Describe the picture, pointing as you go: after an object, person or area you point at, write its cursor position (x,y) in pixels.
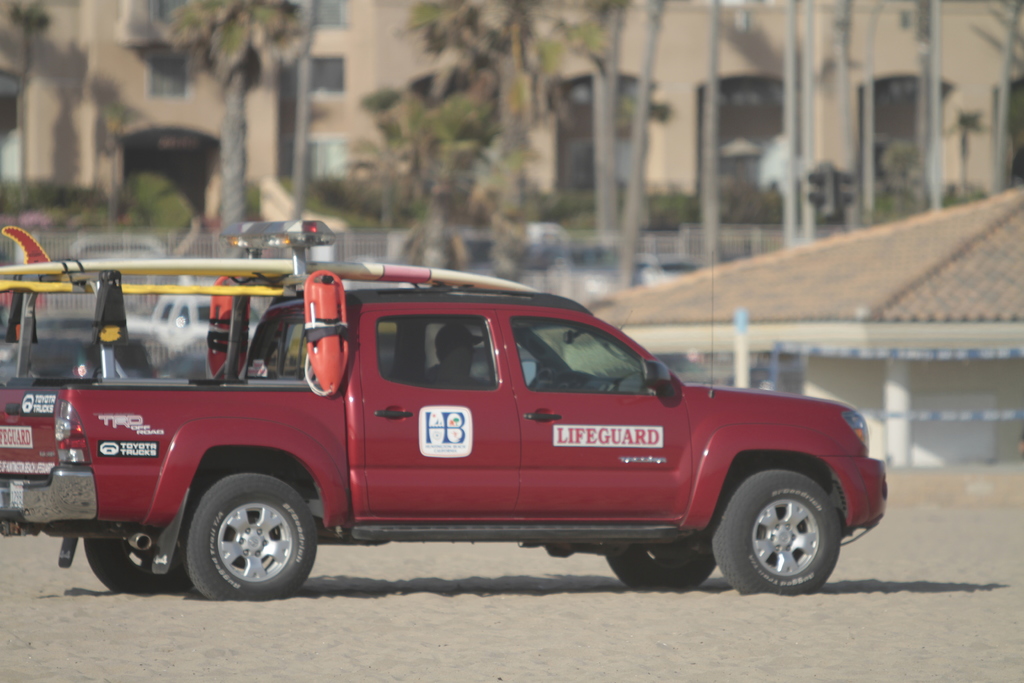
In this image, this looks like a car (436,478). I can see a person (465,346) inside the car (442,434). This is the sand (488,615). In the background (823,143), I can see the trees (529,145) and the buildings (701,128).
